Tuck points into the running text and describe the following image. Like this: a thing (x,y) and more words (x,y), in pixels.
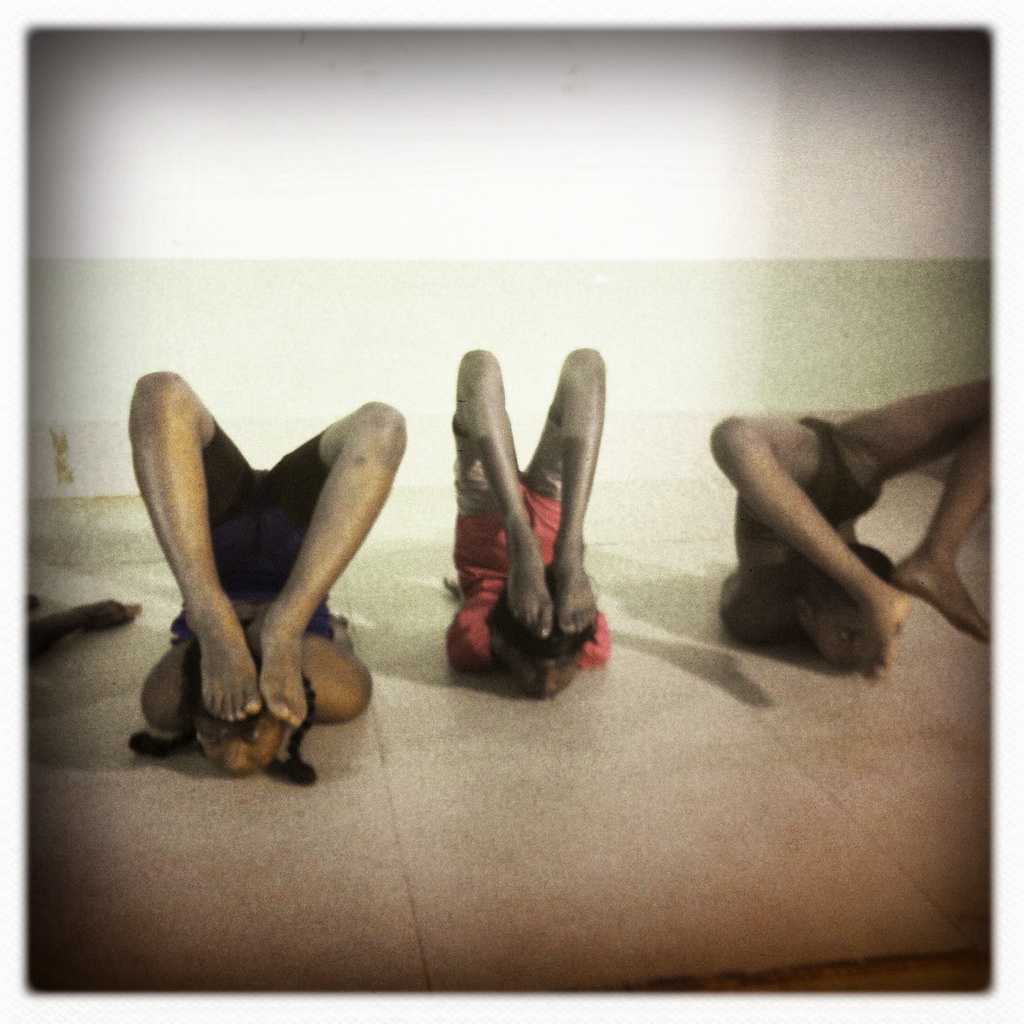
In the center of the image (547,510) we can see three people (525,574) are performing yoga. On the left side of the image (95,619) we can see an object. In the background (511,270) there is a wall (676,278).
